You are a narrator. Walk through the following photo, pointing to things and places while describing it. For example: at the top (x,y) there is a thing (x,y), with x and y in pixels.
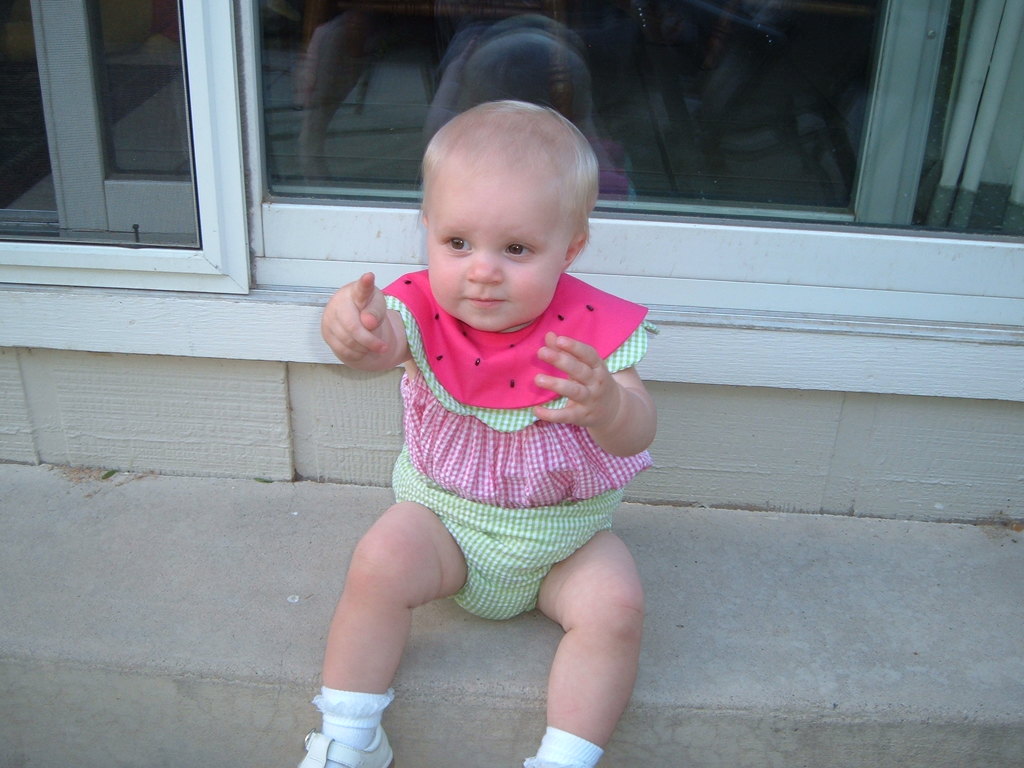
In this image I can see the child (460,503) wearing green, pink and white color dress (455,441). In the background (481,17) I can see the glass doors (252,125).
